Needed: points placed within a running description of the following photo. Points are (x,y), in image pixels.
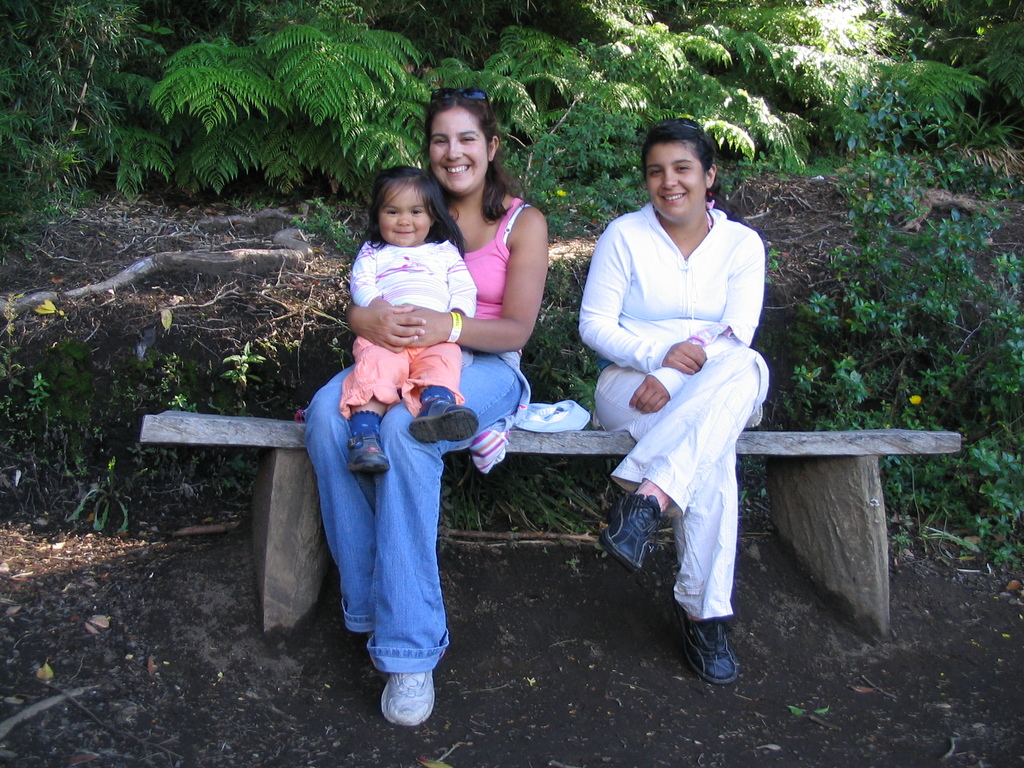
In this picture I see 2 women (522,245) who are sitting on a bench (797,469) and I see that the woman (431,444) on the left (340,500) is holding a baby (410,279) in her hands (401,337). In the background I see the plants (870,226).
